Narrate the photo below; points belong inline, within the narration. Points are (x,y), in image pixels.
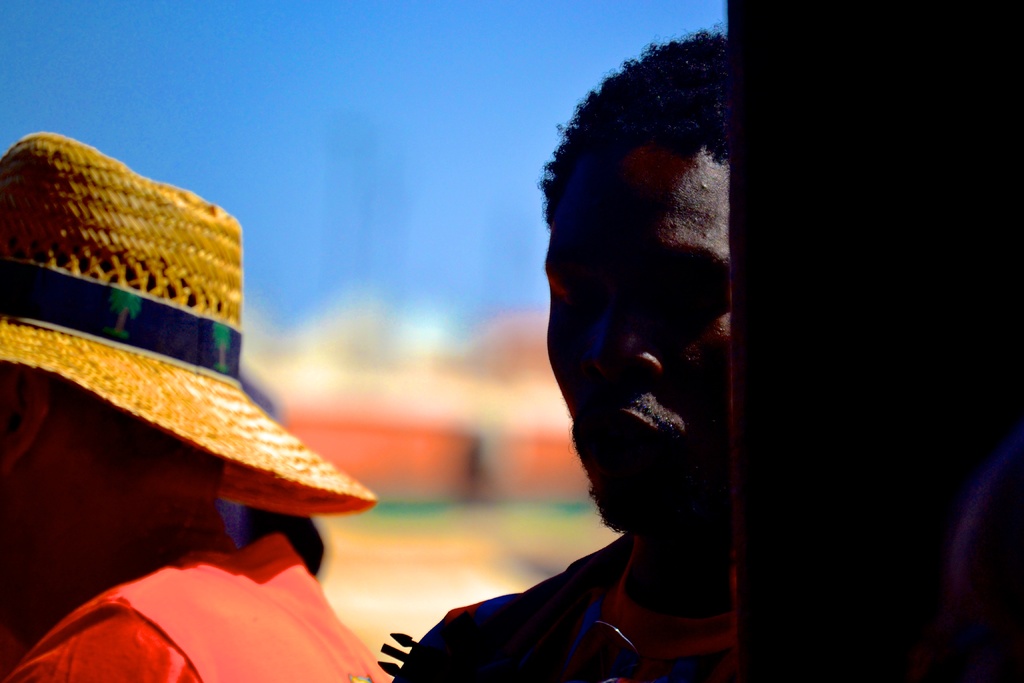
In this image there are two people (611,255), one of them is wearing a hat (225,395), behind them the image is blurred.
